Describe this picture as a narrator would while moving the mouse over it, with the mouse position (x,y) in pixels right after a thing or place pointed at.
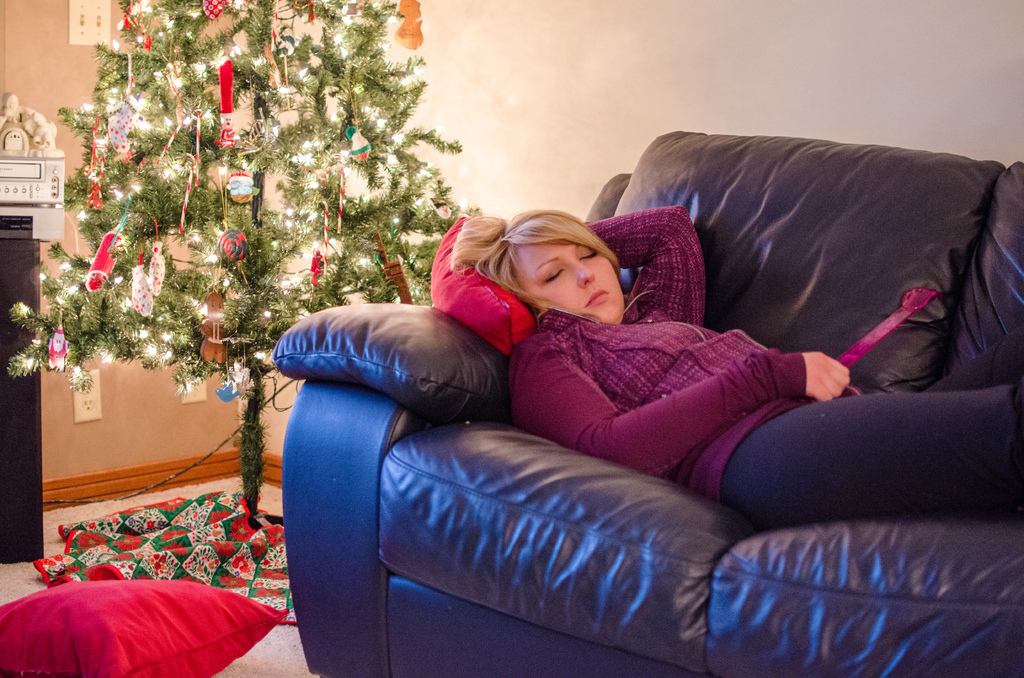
The image is taken in the room (577,68). On the right side of the image (780,468) there is lady (575,376) sleeping on the sofa (419,549). There is a cushion (187,653) placed on the floor (259,658). In the background (259,174) there is a xmas tree (287,166) and wall (667,61).
